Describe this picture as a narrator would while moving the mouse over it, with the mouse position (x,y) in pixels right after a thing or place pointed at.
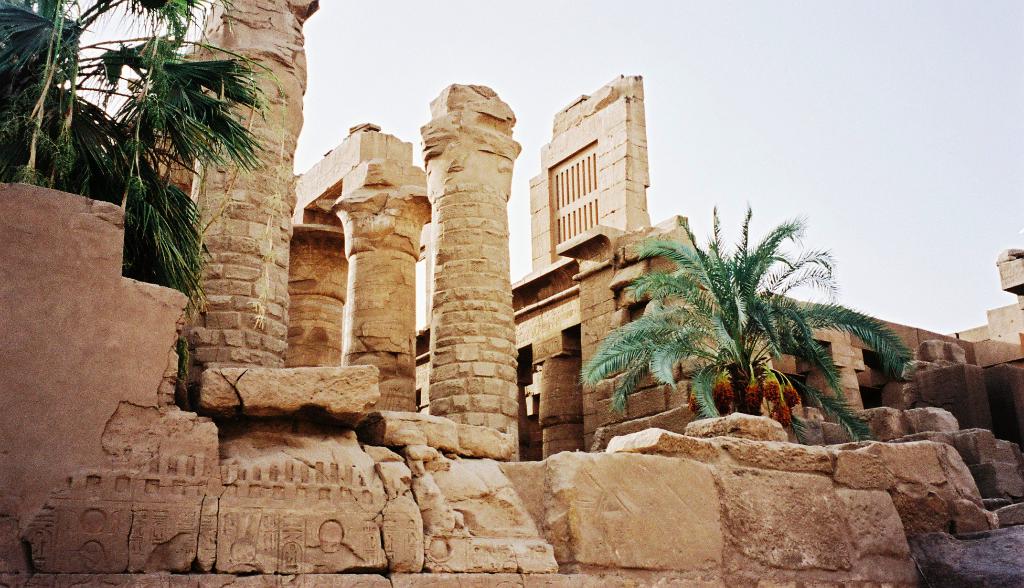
In this image, I can see an ancient architecture (557,471) and there are trees (168,183). In the background (439,66), I can see the sky (802,71).
